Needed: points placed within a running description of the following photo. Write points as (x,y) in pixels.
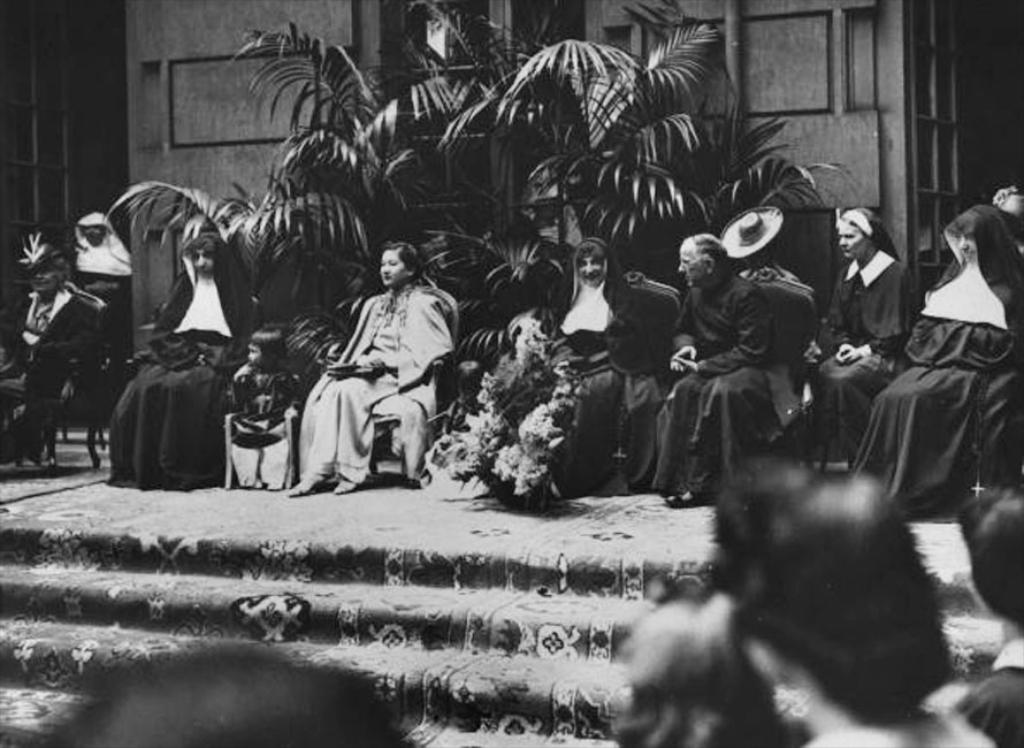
This is a black and white picture. At the bottom of the picture (728,716), we see people (240,706) are standing. In front of them, we see a staircase (443,627). In the middle of the picture (364,408), we see people (730,447) are sitting on the chairs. Behind them, we see plants (275,225). In the background (224,133), we see a wall (804,125) and a window (440,38).
